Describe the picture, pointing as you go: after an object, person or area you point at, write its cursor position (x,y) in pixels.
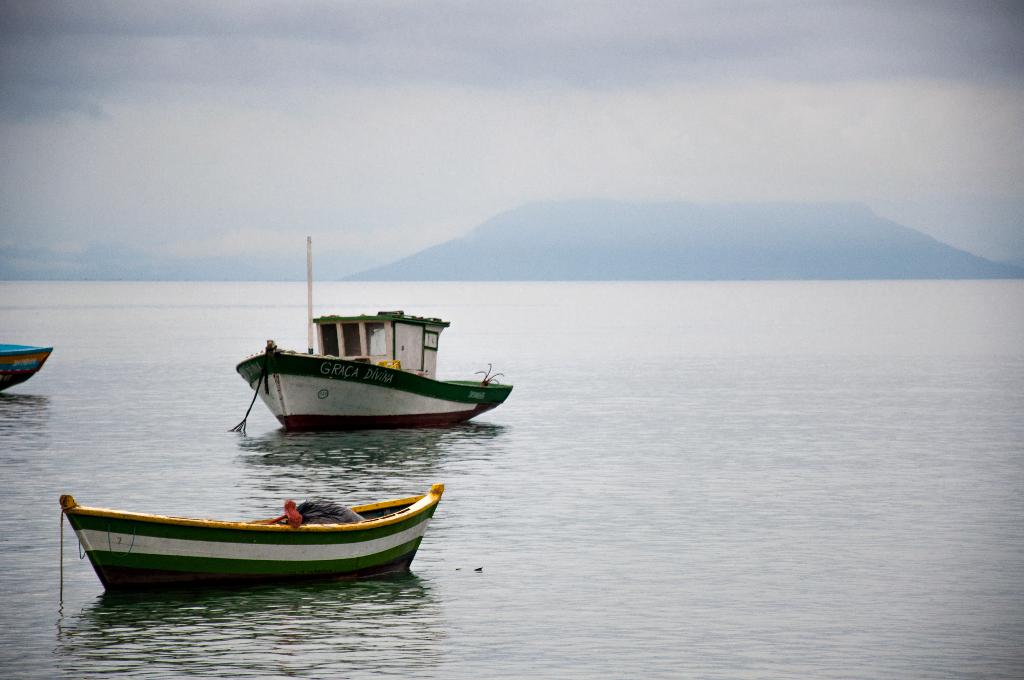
Background (121,96) portion of the picture is blur. We can see the sky (964,59) and a hill (776,233). In this picture we can see the water (714,417), boats (407,375), ropes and few objects (271,521). On the left side of the picture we can see the partial part of a boat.
